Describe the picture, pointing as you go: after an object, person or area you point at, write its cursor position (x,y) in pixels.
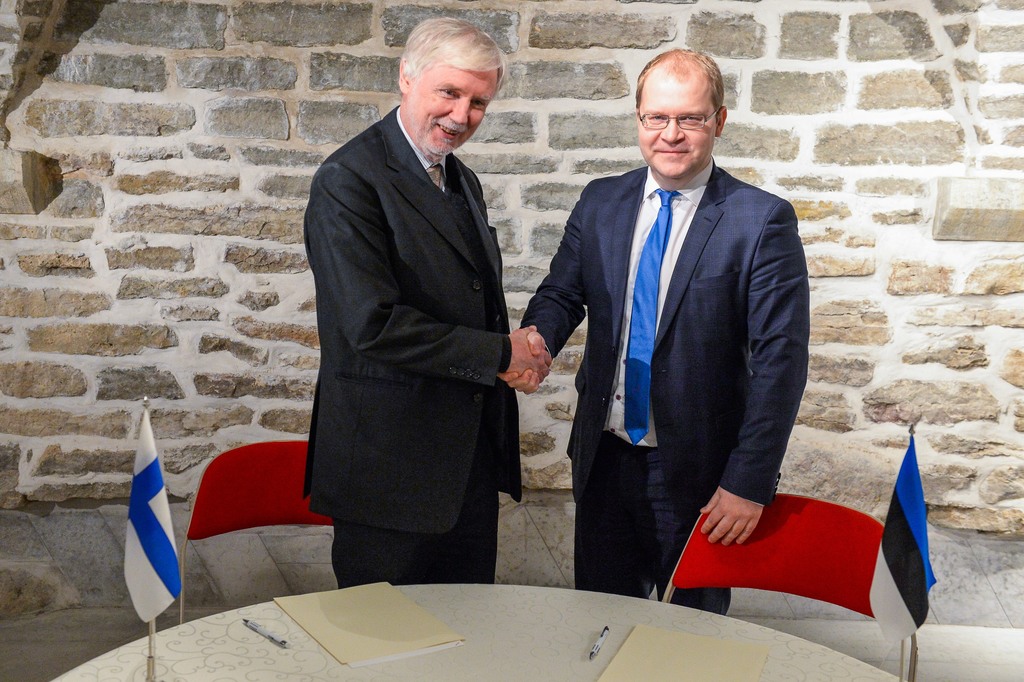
In this picture there are two persons (588,341) standing and smiling and holding the hands (529,378). In the foreground (166,552) there are flags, books (428,622) and pens (246,626) on the table (588,624) and there are chairs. At the back (996,367) there is a wall (28,397).
